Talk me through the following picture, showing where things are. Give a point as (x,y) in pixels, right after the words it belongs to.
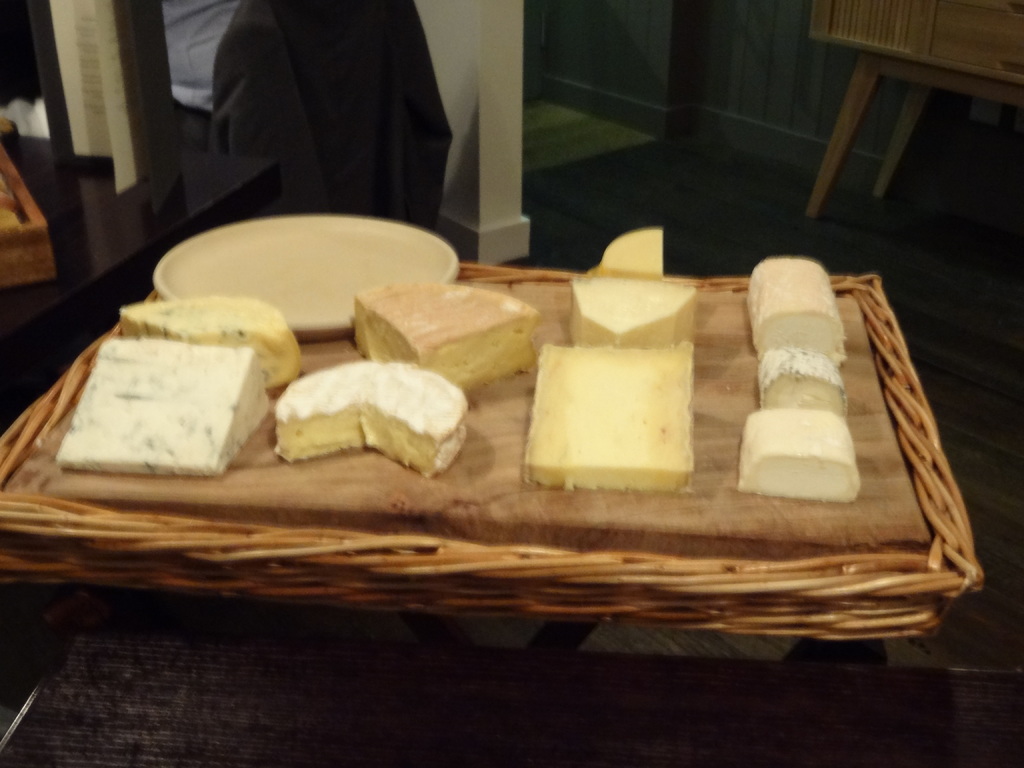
In this image, I can see different types of cheese (452,322), which are placed on the wooden board (760,518). This looks like a wooden basket (460,560). Here is an empty plate (317,284). On the left side of the image (116,40), I can see a book (122,128) and some other object (32,253) on the table (98,265). At the top right corner of the image (913,90), I can see another wooden object (945,64), which is placed on the floor (843,228).
